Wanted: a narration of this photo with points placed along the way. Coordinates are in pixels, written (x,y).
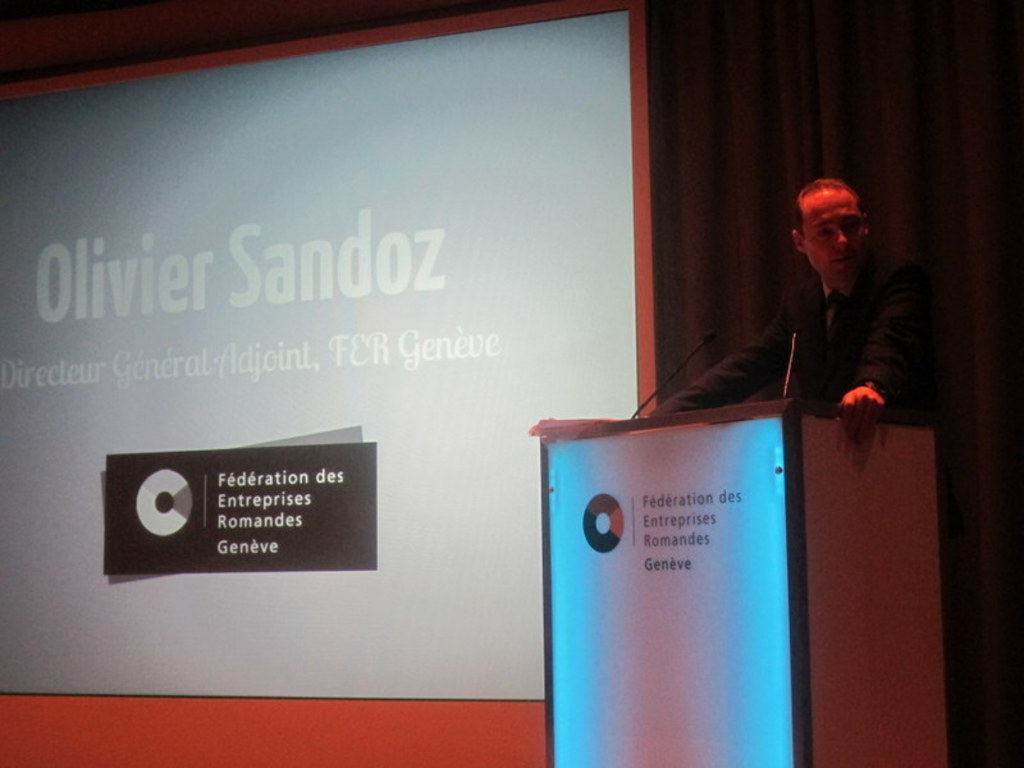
In this image there is a person (867,298) standing on the dais (859,482) delivering a speech, in front of the person (786,356) there are two mics (668,379), beside the person (752,359) there is a giant screen (493,104).
